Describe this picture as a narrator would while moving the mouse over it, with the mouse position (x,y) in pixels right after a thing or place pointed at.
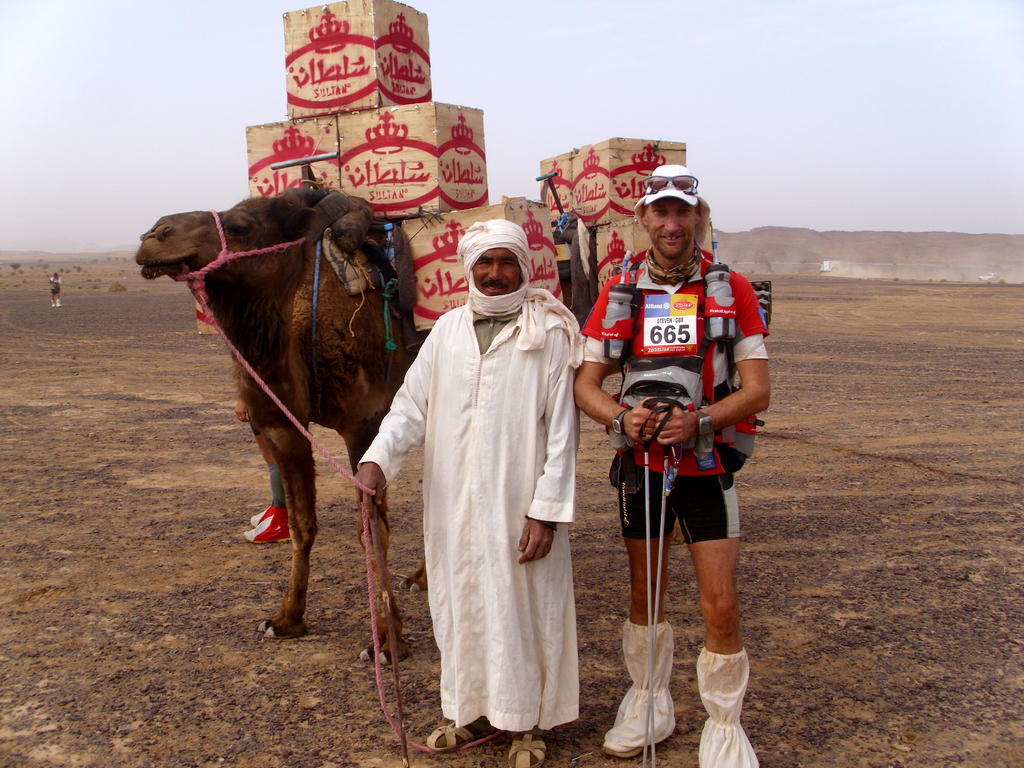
This image is taken outdoors. At the top of the image (273,63) there is the sky (782,94) with clouds (881,31). At the bottom of the image (811,691) there is a ground (136,681). In the background (783,236) there is a hill (861,238) and there is a person (55,297). In the middle of the image (544,355) two men (544,355) are standing and they are holding objects (388,612) in their hands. There is a camel (310,267) and there are many wooden boxes (396,149) on the camel (304,338).
